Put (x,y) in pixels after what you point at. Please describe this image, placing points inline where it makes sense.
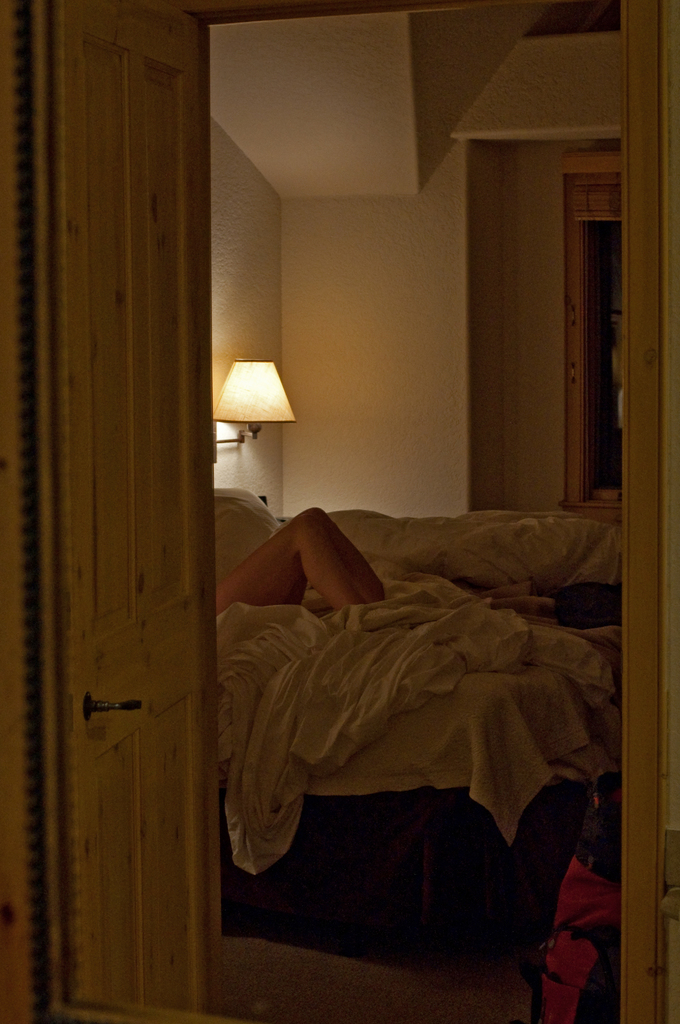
In this picture we can see a door (213,570). We can see a person's legs (332,568) on a bed (271,669). We can see blankets (415,582), light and few objects (581,610).
